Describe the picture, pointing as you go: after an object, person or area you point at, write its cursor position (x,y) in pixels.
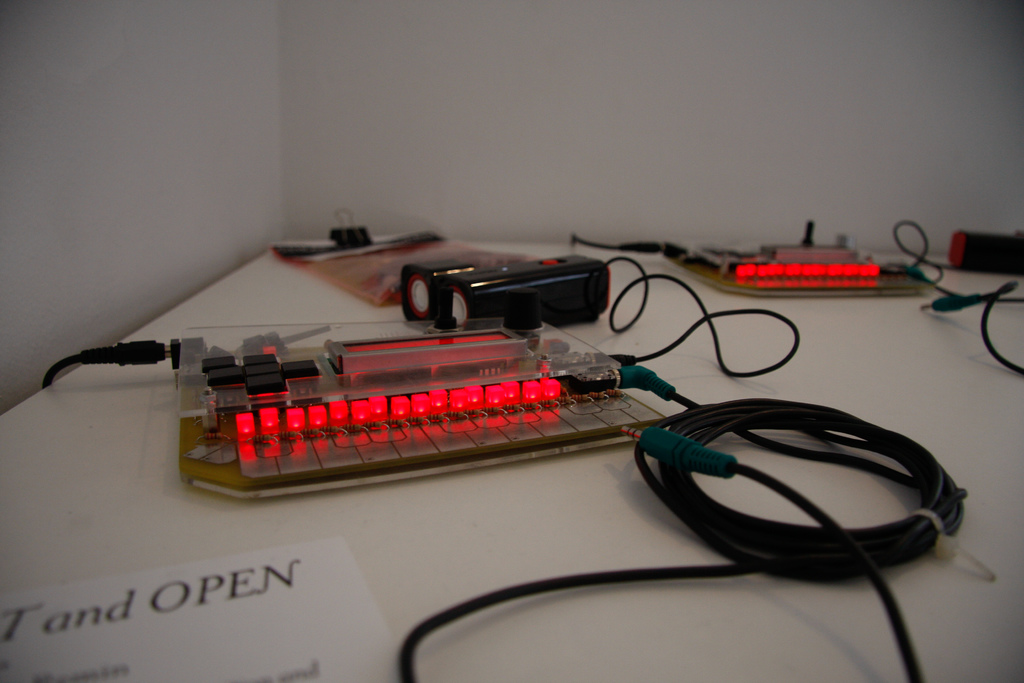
In the picture I can see some electronic components (460,362) on the table (613,287). On the left side of the image (190,608) I can see some text (257,668).
